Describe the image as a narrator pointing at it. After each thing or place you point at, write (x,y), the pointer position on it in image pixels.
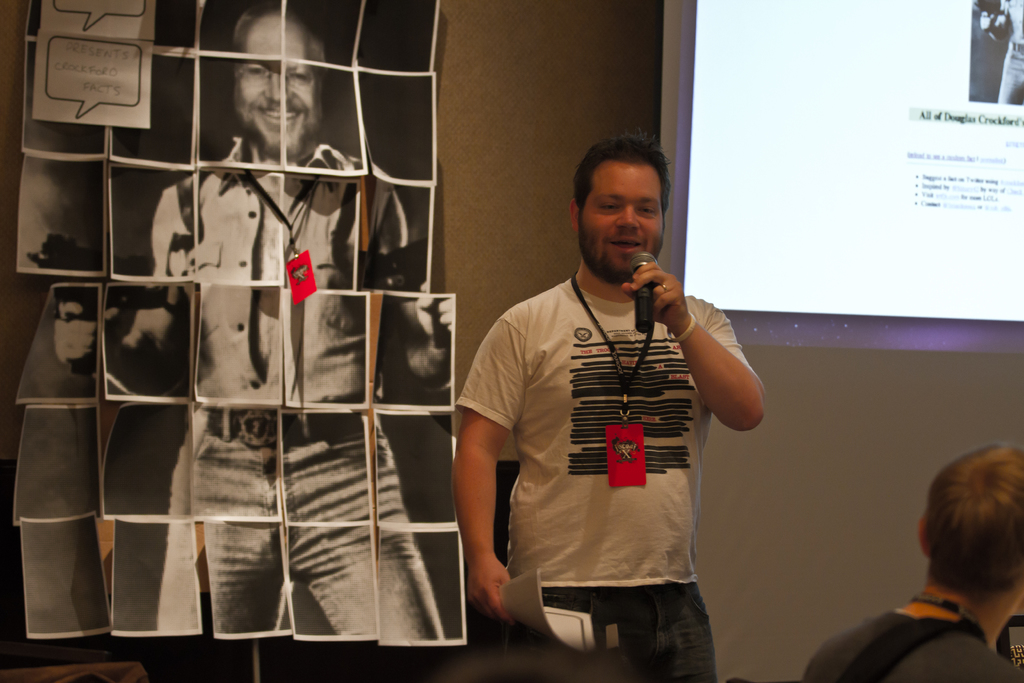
In this image, we can see a man (648,514) is holding a microphone (637,326) and papers (515,599). He is talking and seeing. At the bottom (889,610), we can see a person (907,669) is wearing a tag (928,598). Background (504,266) we can see a wall (502,302), few photographs (310,314) and screen (829,236).
